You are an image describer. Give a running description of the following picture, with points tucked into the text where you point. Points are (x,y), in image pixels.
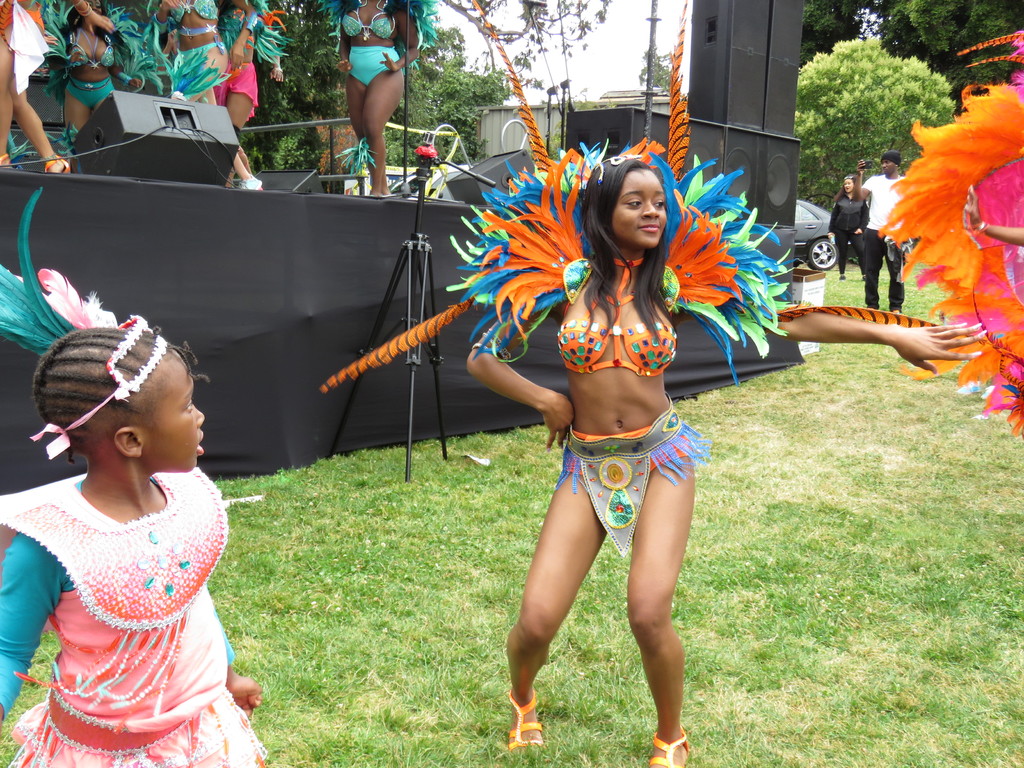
In this image we can see this person (600,504) wearing different costume (606,504) is standing on the grass (623,675). Here we can see a child (131,714) wearing different costume (224,710), we can see few people (356,106) wearing different costumes (55,97) are standing on the stage (228,254), we can see the stand (418,210), we can see a few more people (852,187) standing on the grass (854,280), we can see speakers (769,156), a car (806,236) parked here, we can see trees (842,129), house (541,129) and the sky (631,81) in the background (614,73).
